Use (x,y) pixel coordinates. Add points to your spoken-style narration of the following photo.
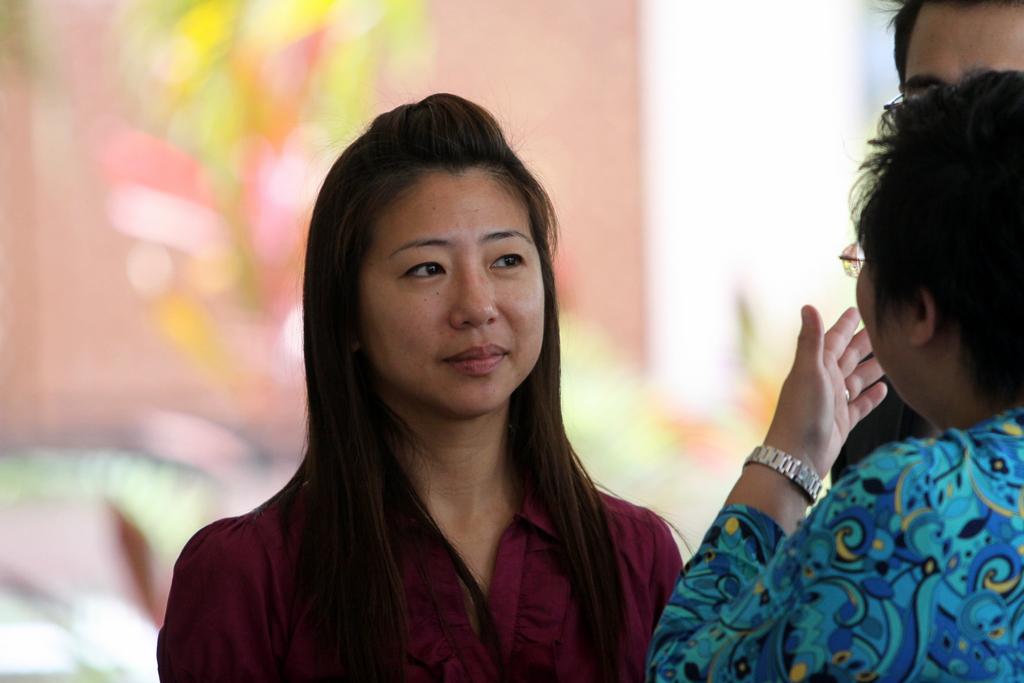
In the center of the image (386,269) there is a lady (575,557). To the right side of the image (714,537) there is another lady (934,278) wearing a watch (793,479) in front of her there is another person (904,87). The background of the image (512,88) is blur.
